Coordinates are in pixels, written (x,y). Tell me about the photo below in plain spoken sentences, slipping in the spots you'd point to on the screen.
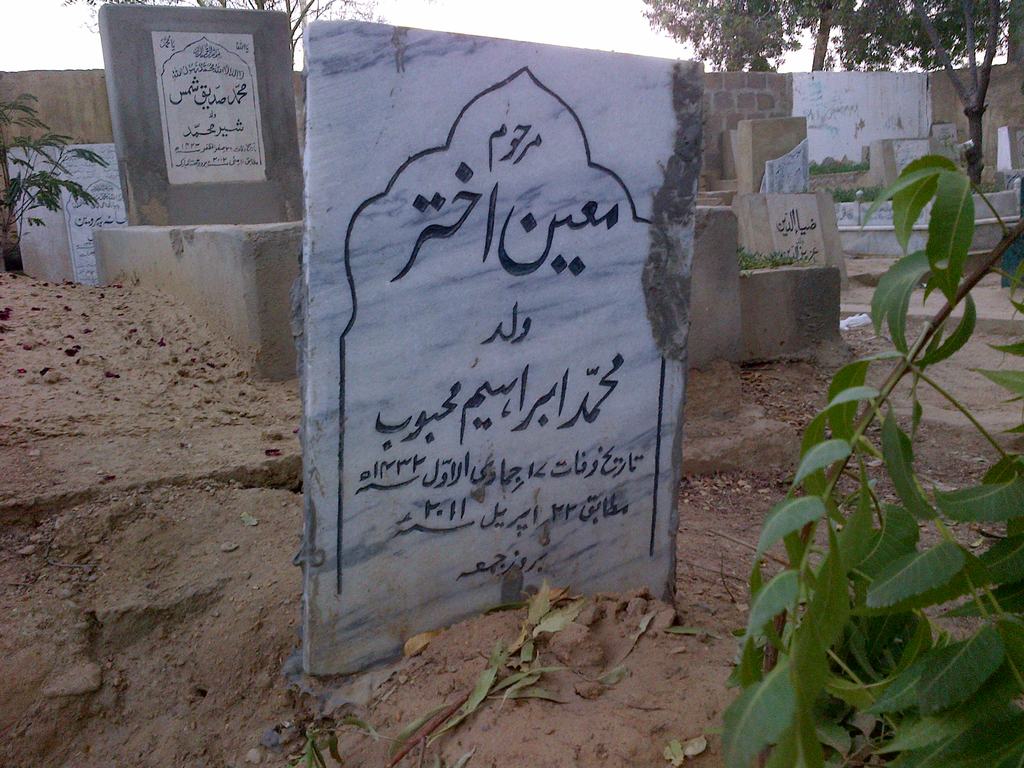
Here we can see stone boards (765,214), plants (910,184), and wall (912,119). In the background (404,8) there are trees (770,39) and sky (526,29).
